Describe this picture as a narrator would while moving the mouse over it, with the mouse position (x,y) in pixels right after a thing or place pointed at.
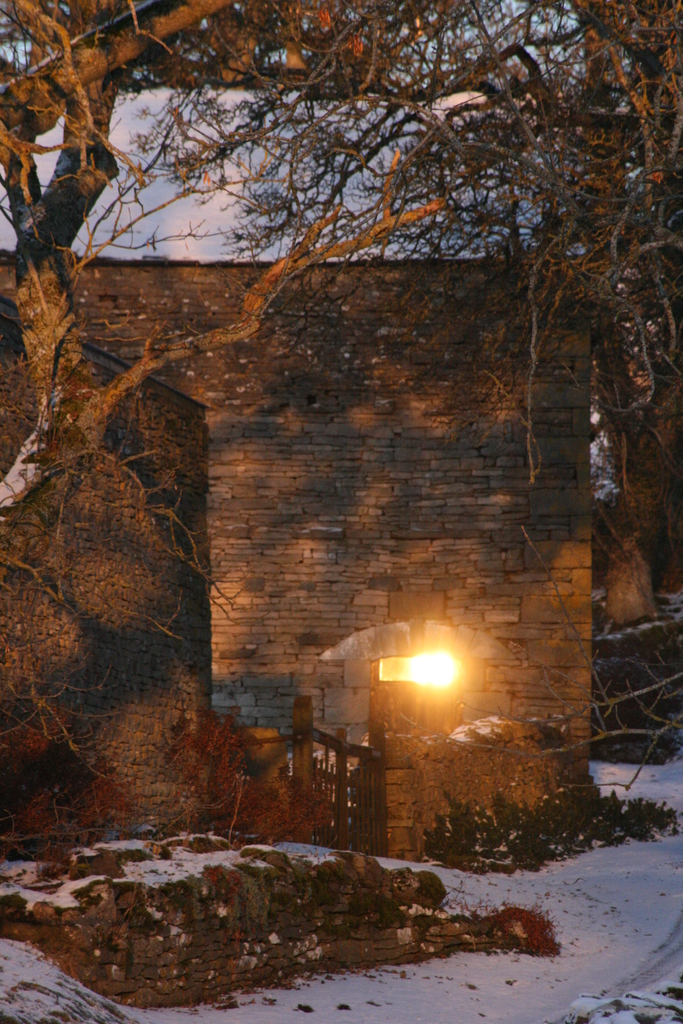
In this image there are a few houses (394,461), in front of them there is a wooden gate (354,805) and a light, there are trees (605,126), plants (581,844) and snow (464,1016) on the surface (543,1004). In the background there is the sky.
